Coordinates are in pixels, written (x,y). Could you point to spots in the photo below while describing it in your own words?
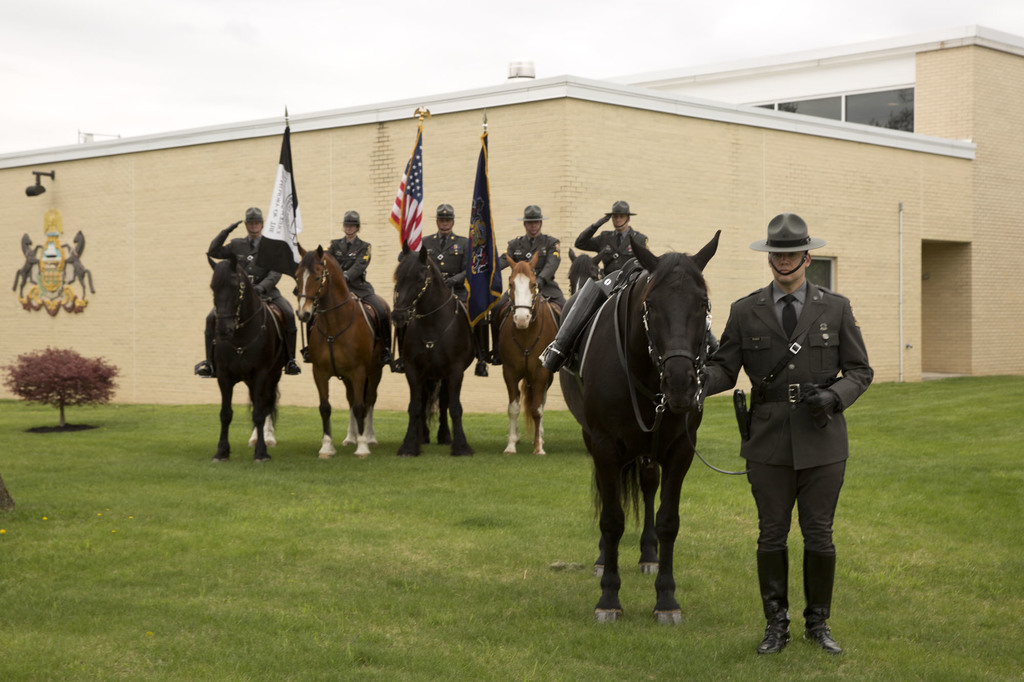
In the image on the right (812,417), we can see one horse (586,391) and a person (754,473) standing and wearing hat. In the center of the image (544,258) we can see few people (553,278) are sitting on the horse (576,260) and they are holding flags (497,284) and they are wearing hats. In the background (510,84) we can see the sky (362,55), clouds (366,87), building (600,148), wall (772,168), pipe (901,336), window (829,104), banner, plant (63,381) and grass (64,580).
